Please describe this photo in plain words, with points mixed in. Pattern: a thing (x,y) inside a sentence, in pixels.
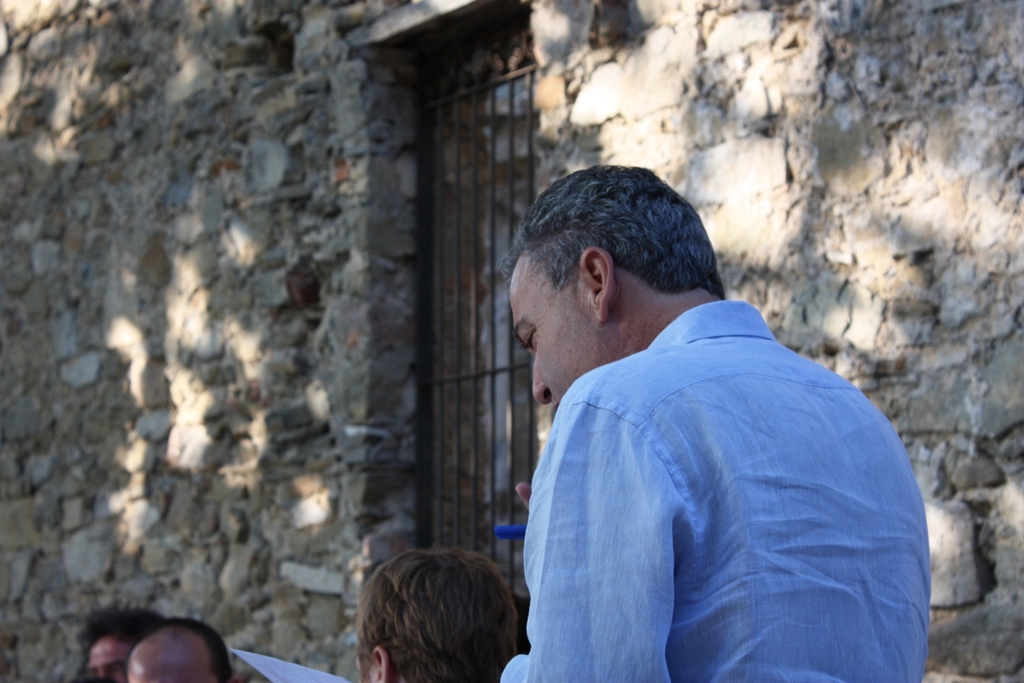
In this image, we can see a person (660,467) wearing a blue shirt (692,497). In the background (396,364), we can see a grille (457,153) and wall (834,126). At the bottom of the image (410,637), we can see the paper (288,676) and heads (165,656) of three persons (177,659).
